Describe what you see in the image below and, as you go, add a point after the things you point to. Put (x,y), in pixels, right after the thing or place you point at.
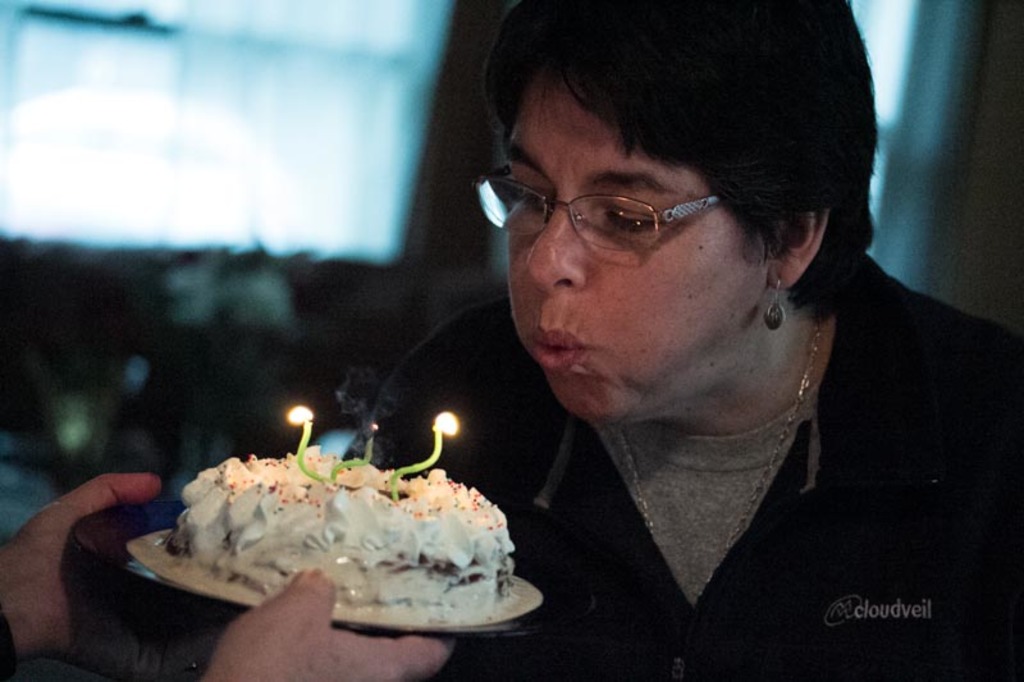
In this image there is a woman (774,416) on the right side (749,427) who is trying to blow off the candle lights (416,466) which are on the cake (358,487). On the left side (59,563) there is a person (67,599) who is holding the plate (221,588) on which there is a cake (318,508). In the background (252,183) there are windows (224,174) and it looks dark in the background (314,213).
